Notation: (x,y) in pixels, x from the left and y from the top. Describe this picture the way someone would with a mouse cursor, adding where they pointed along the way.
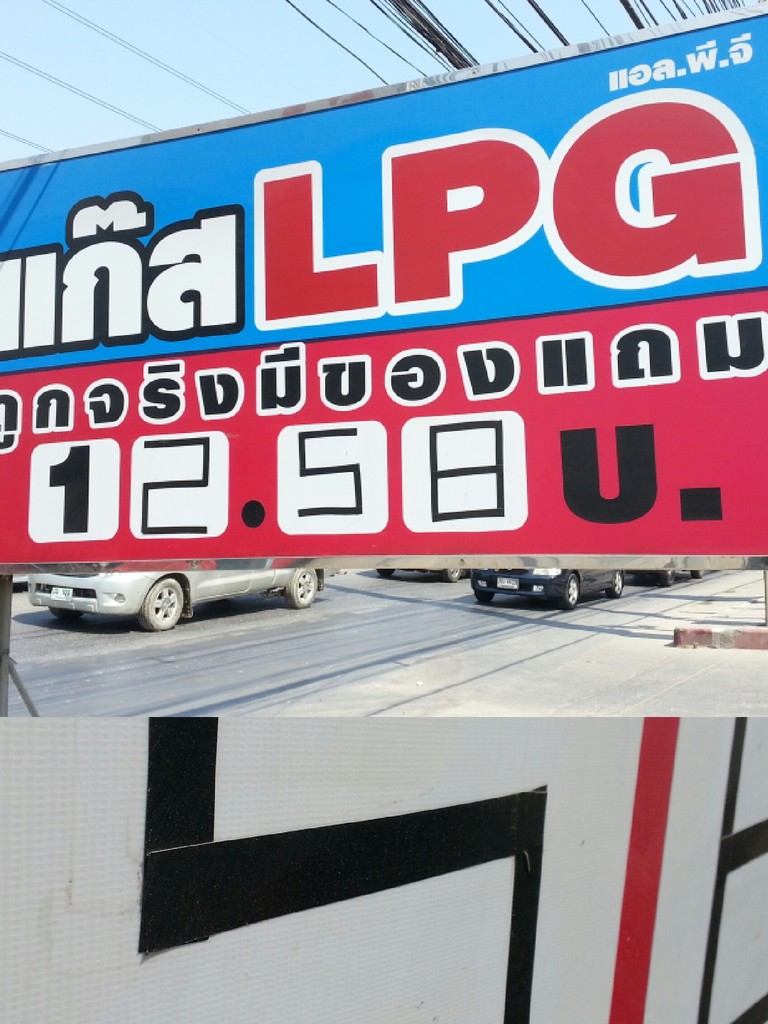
In this image there is a banner (714,408), on that banner (319,170) some text (458,159) is written, under the banner (226,527) there are cars (255,592) on the road (266,696), below that there is another banner (658,732) on that there is some text (431,812).
